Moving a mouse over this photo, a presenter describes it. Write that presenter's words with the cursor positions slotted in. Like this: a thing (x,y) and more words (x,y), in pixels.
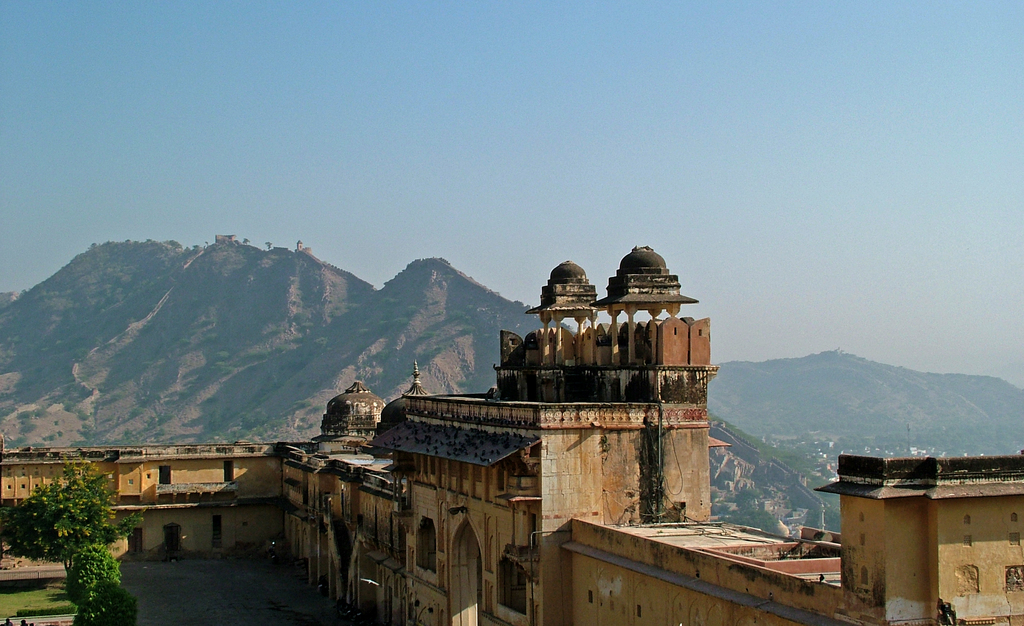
In this image I can see a building (650,617) and few trees (91,494) in the front (114,515). On the bottom left corner of this image (37,588) I can see grass ground (40,590). In the background (79,359) I can see mountains (287,266), few more trees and the sky (535,202).
